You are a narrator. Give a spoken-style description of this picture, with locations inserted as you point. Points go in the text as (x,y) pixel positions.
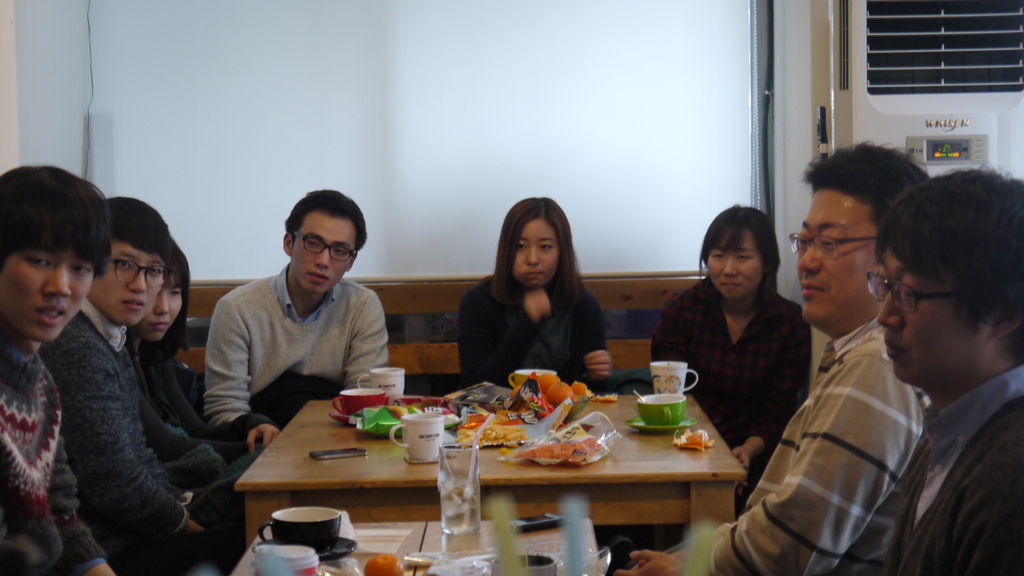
There are many people (344,273) sitting around a table (385,437). Person (298,340) wearing a gray shirt (296,328) is wearing a specs (339,252). On the table (286,478) there is a mobile (348,454), cup (396,428), saucer (342,413), wrappers (521,416), covers (569,436), glasses (469,482) and many other items (545,397). In the background (646,111) there is a screen (675,111) also there is a cooler (896,62).
